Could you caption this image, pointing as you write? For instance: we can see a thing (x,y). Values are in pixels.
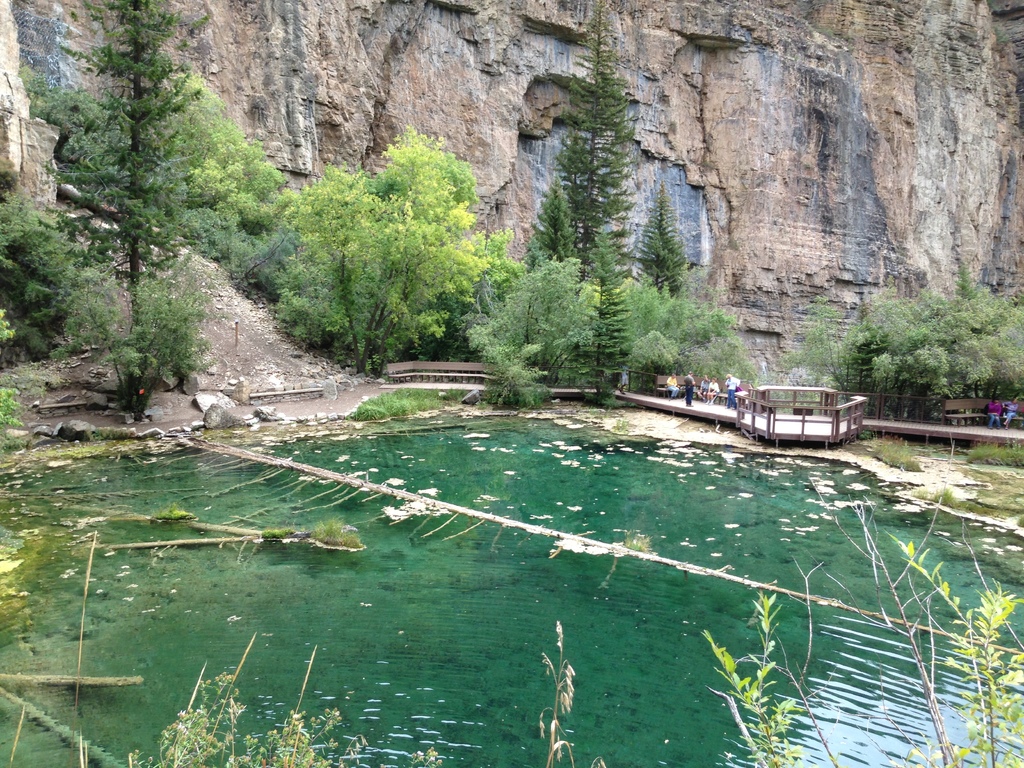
In this image at the bottom (455,634), there are plants (567,703) and water (553,646). In the middle (594,295) there are trees (748,363), people (736,383), benches (954,417), land (374,387) and hill (656,93).
